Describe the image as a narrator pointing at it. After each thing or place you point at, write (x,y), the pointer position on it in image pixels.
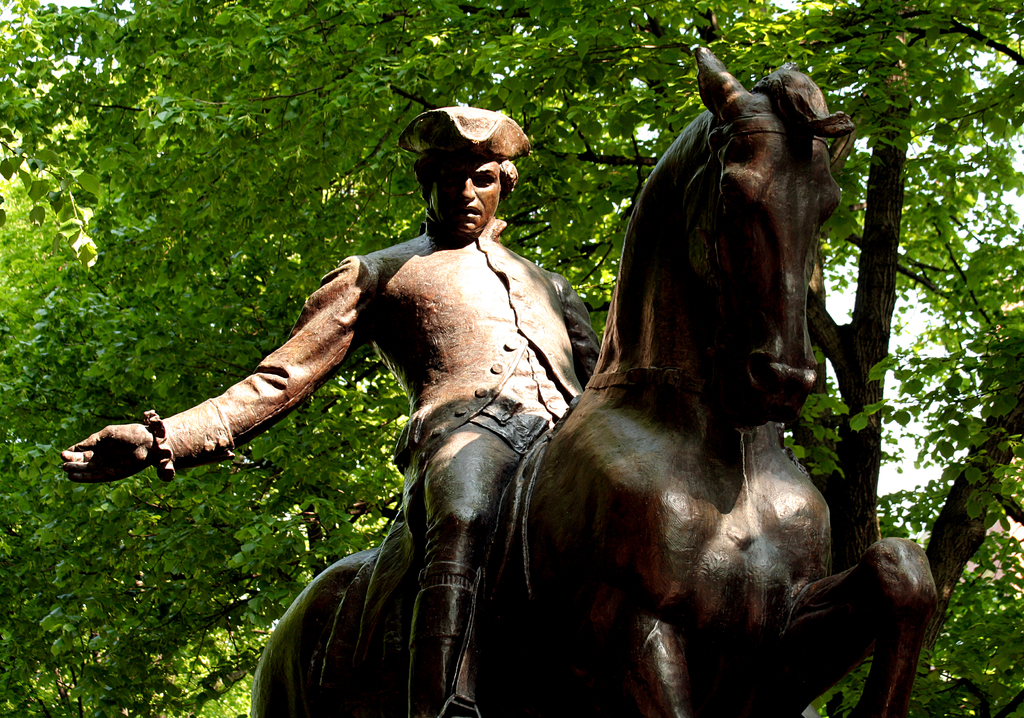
Here is the man (452,460) sitting on the horse (590,549). This looks like a sculpture (656,358). This sculpture (516,463) is brown in color. At background (156,323) I can see trees (424,67) with branches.
